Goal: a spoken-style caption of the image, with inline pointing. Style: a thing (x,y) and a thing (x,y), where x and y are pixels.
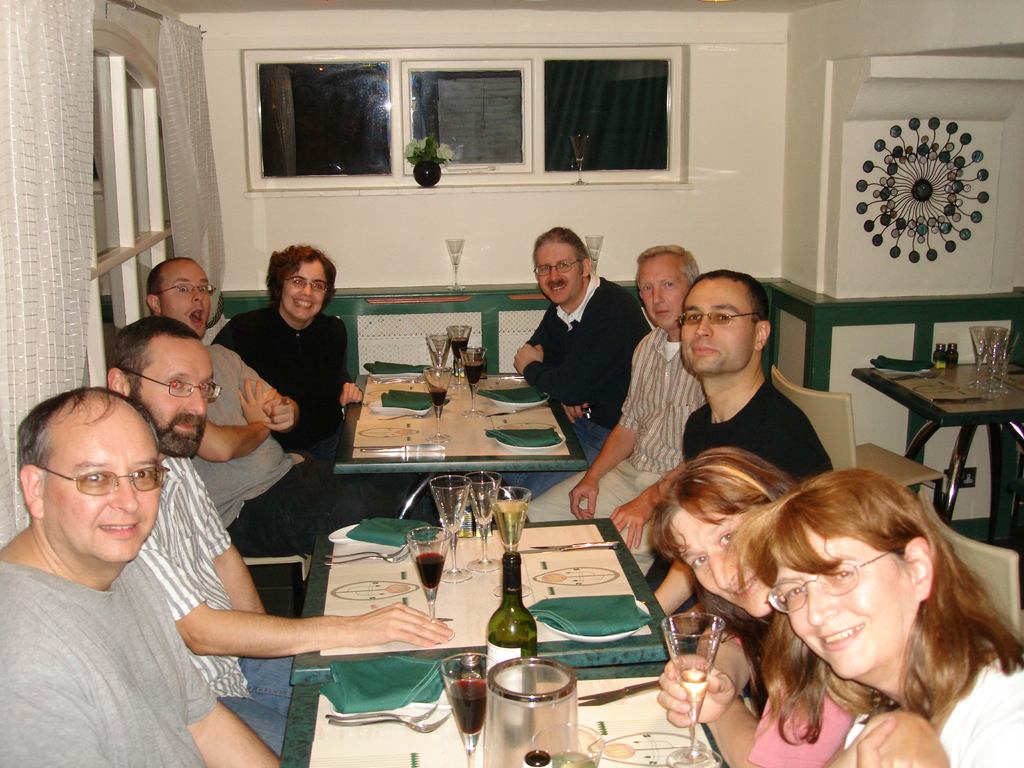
In this image consist of number of persons (209,647) sitting around the table (525,732) and all are smiling, on the table (632,579) there is a glass (438,557) contain a drink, bottle (518,591) and there is a green color cloth (594,603) kept on the table (653,599), on the right side (954,423) corner there is a another table (965,386), on the table (952,413) there is a glass (979,368) kept on that and there is a wall (813,154) visible on the middle (367,259) and there is a flower pot (435,161) kept near to the window (366,185) on the middle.
